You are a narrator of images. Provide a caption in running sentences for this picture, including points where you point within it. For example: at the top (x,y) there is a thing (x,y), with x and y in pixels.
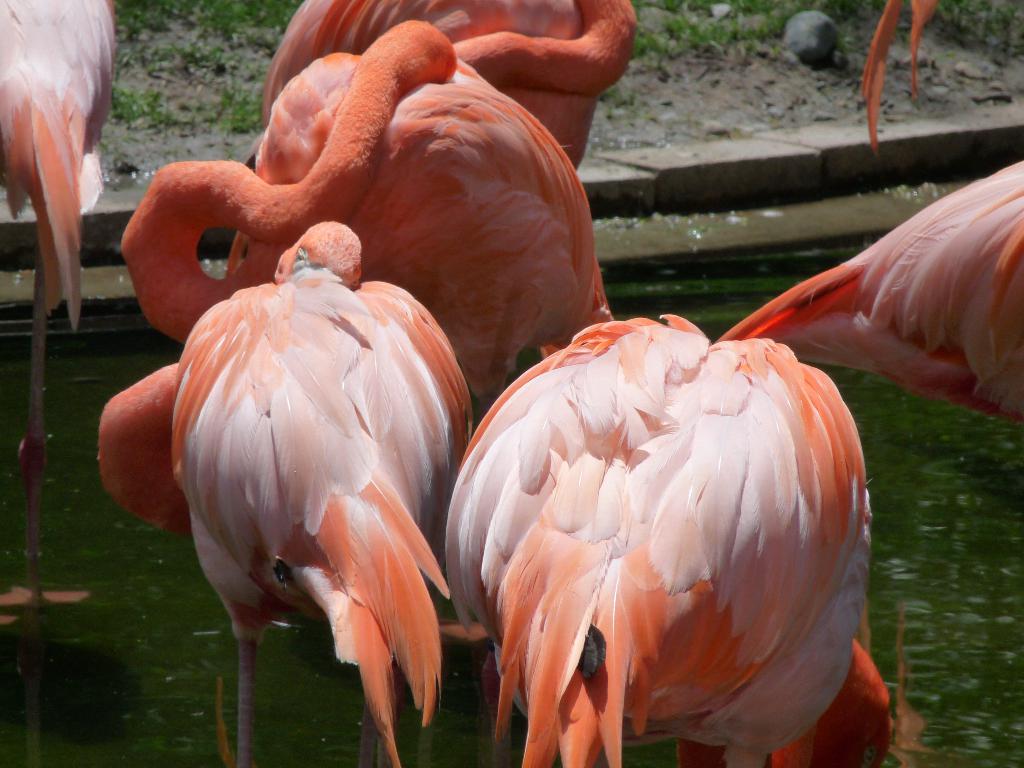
In this image we can see a group of flamingo birds (491,396), here is the water (667,258), here is the grass (734,36).
